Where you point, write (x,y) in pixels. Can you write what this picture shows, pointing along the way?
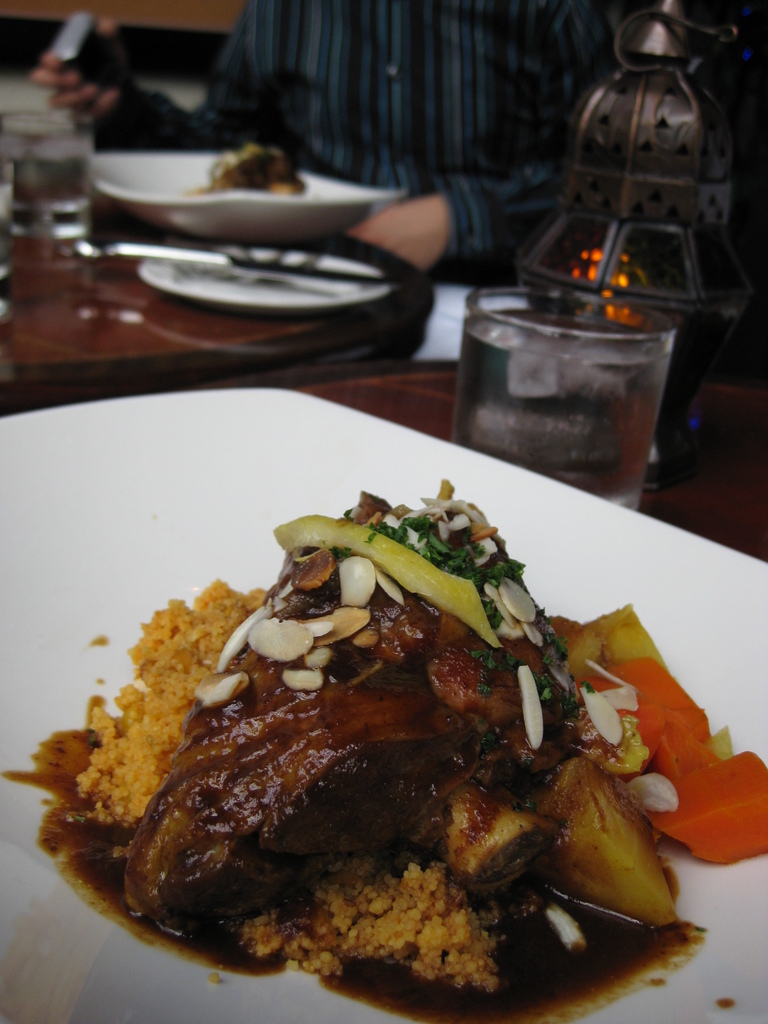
In this image we can see a person (477,214) holding an object (96,70) in his hand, sitting in front of a table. On the table (380,267) we can see a group of plates (269,299) with food (277,598) in them group of glasses (644,354) and a lantern (703,374) placed on the table (714,390).
